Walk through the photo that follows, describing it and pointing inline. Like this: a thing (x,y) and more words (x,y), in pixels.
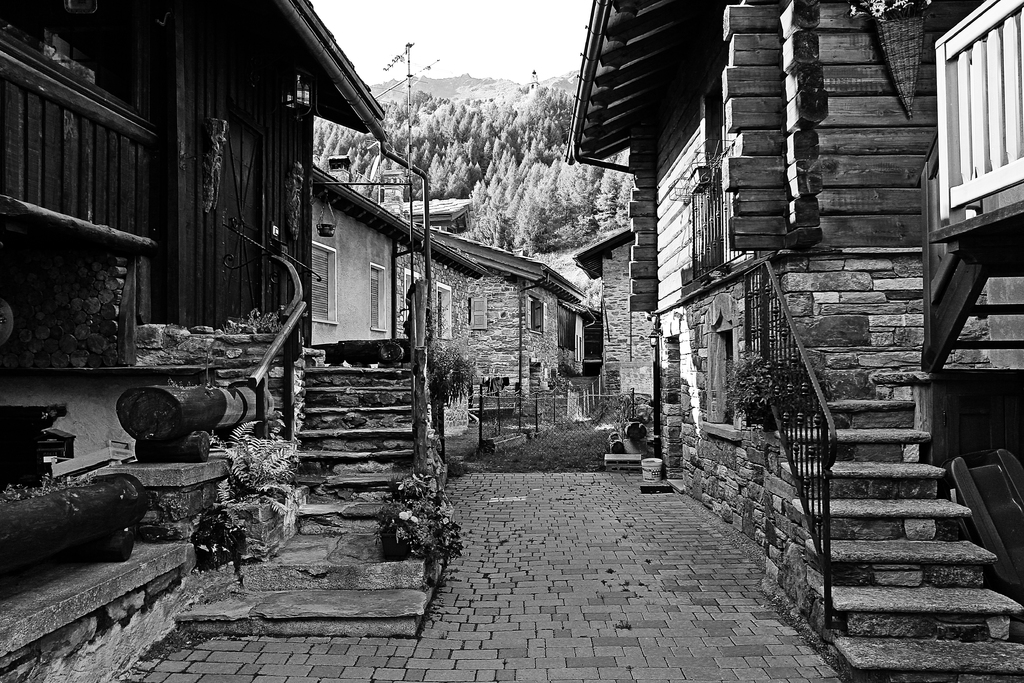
In this image I can see few buildings (377,216), windows (442,321), flowerpots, stairs (902,579), trees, net fencing (589,422) and the image is in black and white.
